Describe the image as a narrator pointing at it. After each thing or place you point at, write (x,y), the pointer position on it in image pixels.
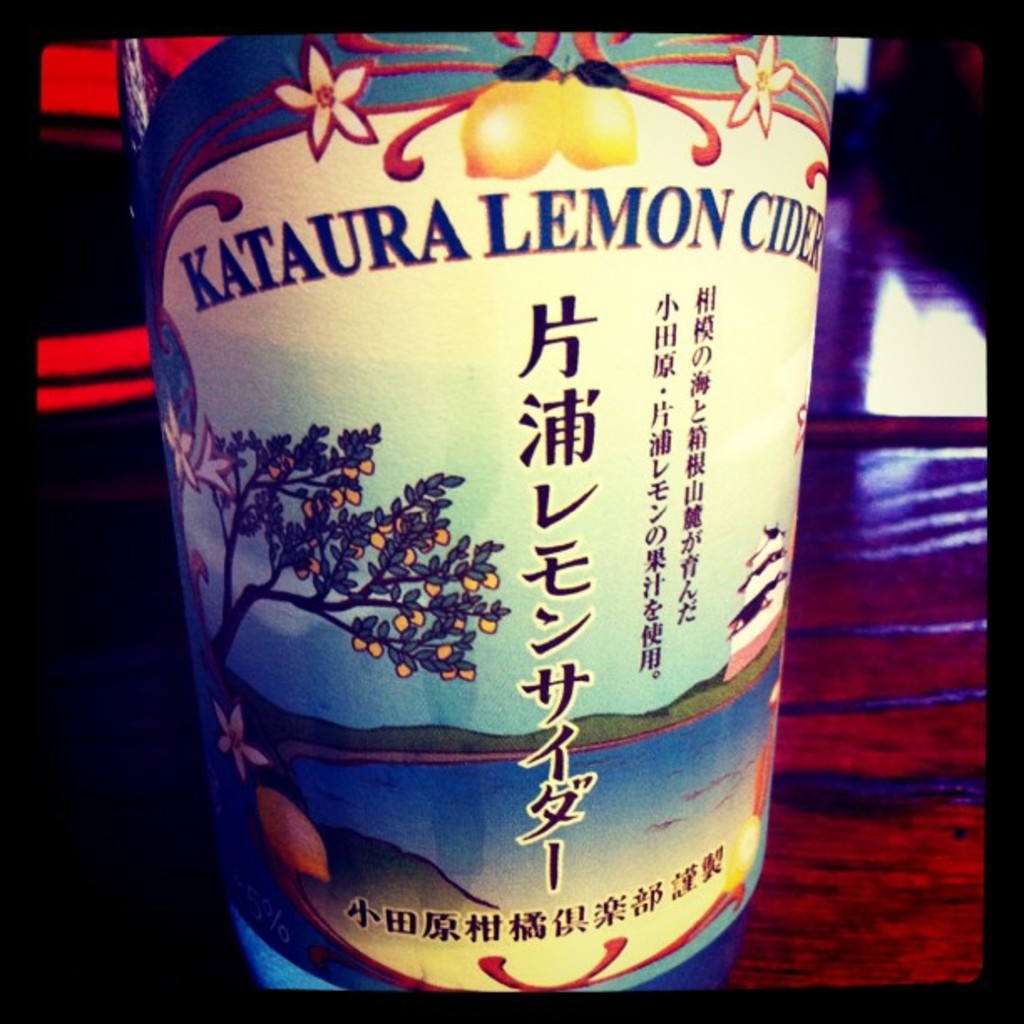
This picture might be a photo frame (1008,863). In this image, we can see a table (961,879), on the table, we can see a bottle (632,587) with some pictures (629,741) and text (456,245) written on it.
